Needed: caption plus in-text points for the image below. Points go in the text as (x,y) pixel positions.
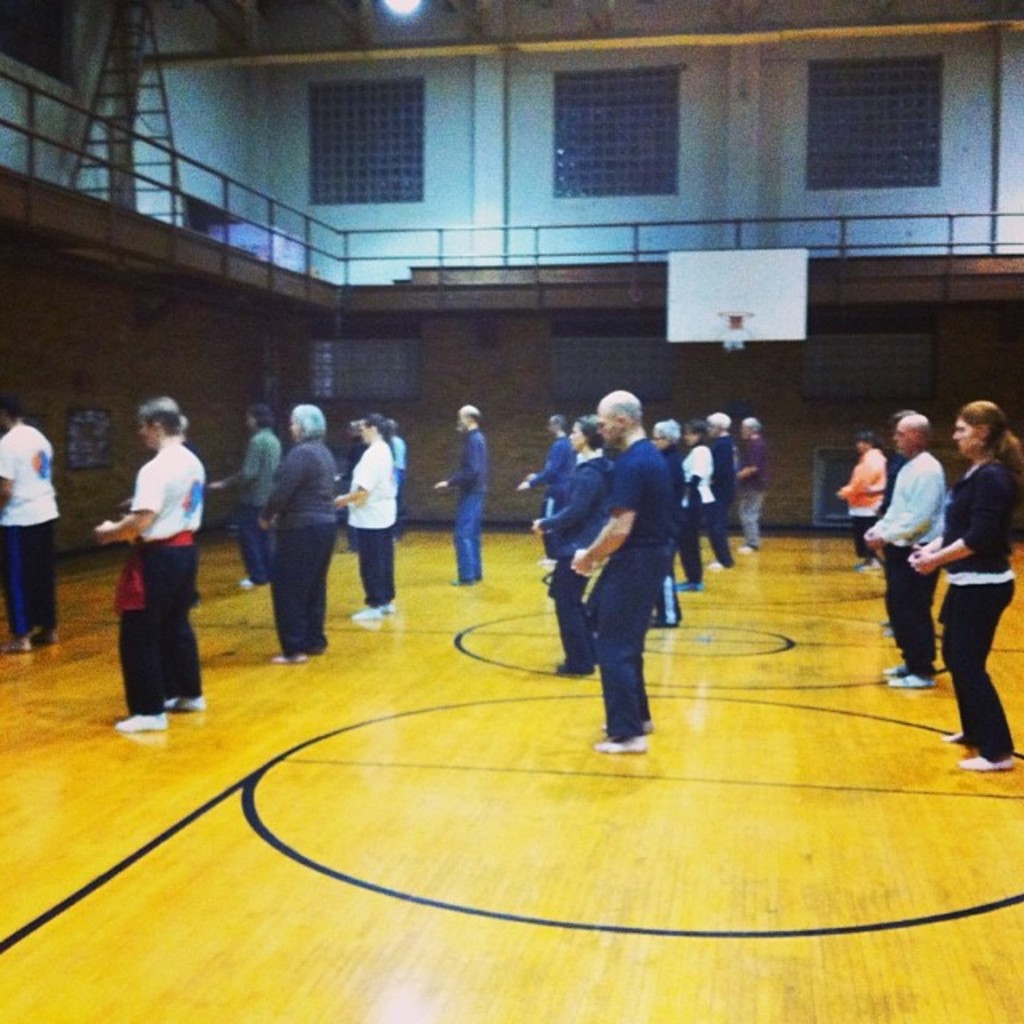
In this picture there are people (554,446) standing on the floor (235,758). In the background of the image (268,308) we can see railing (130,201), wall (582,323), board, windows (884,115) and light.
